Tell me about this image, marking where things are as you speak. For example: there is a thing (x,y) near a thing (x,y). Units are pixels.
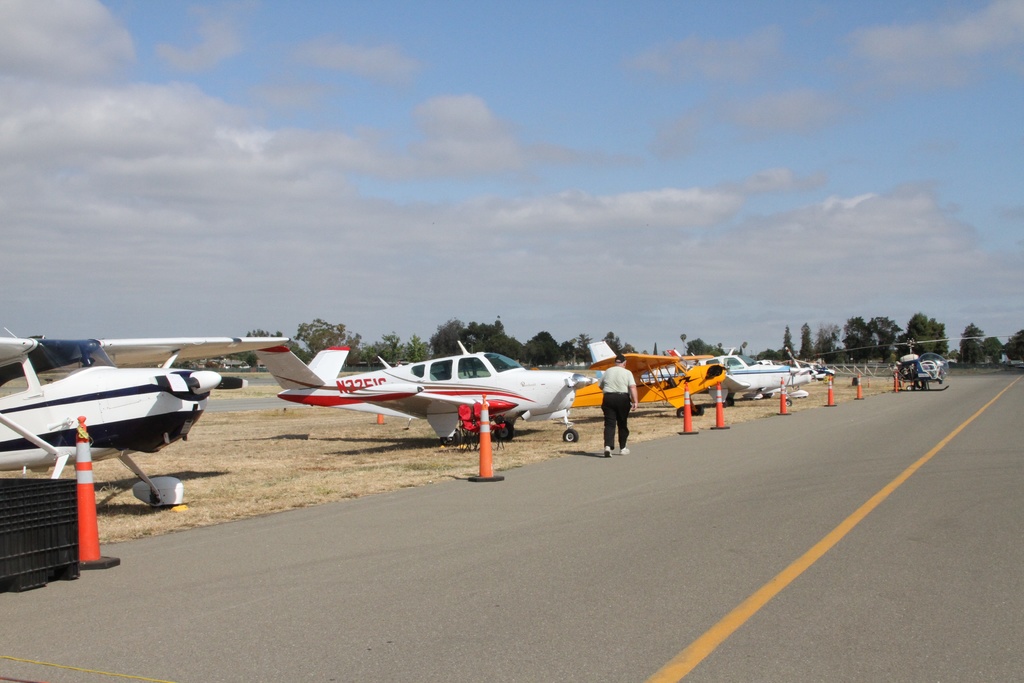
In this picture there is a person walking on the road (615,573) and there are aircrafts (917,376) and there are trees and there are objects (56,566) on the road (668,504). At the top (678,87) there is sky (712,152) and there are clouds (772,173). At the bottom (567,602) there is a road (596,586) and there is grass (377,490).
